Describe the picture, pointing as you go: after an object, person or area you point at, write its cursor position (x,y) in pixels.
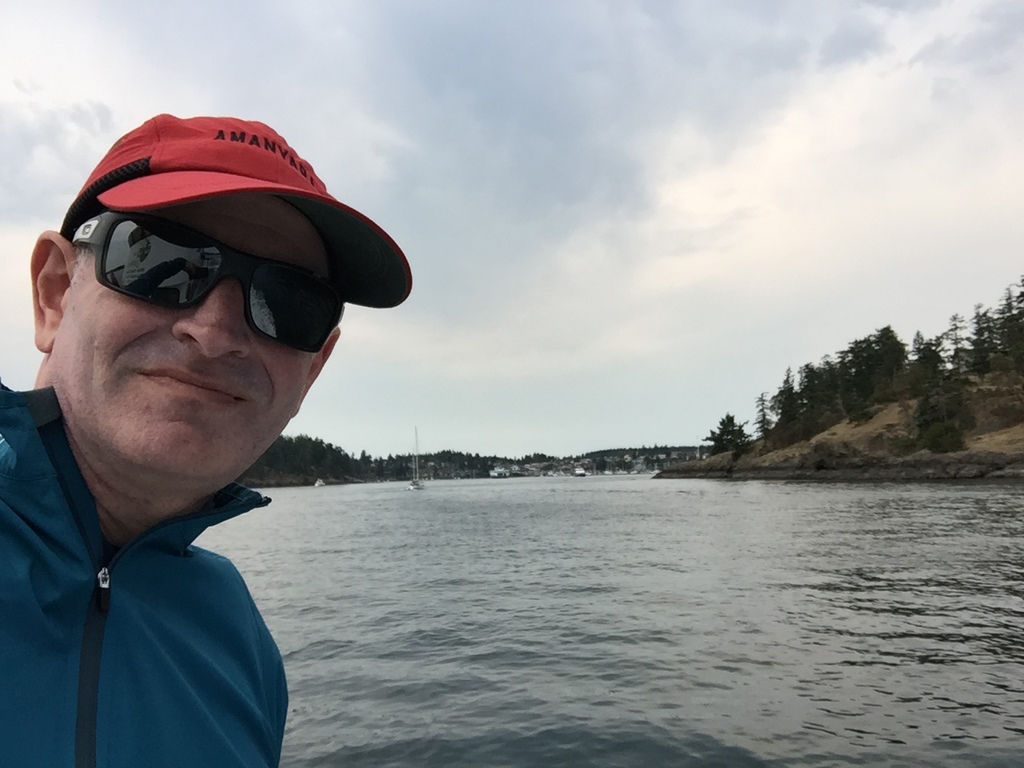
In this image we can see a man (199,314) smiling. In the background (692,489) there are lake (674,486), trees (872,398), hills (814,443), ships (579,473) on the water (407,487), and sky (667,385) with clouds (819,311).
